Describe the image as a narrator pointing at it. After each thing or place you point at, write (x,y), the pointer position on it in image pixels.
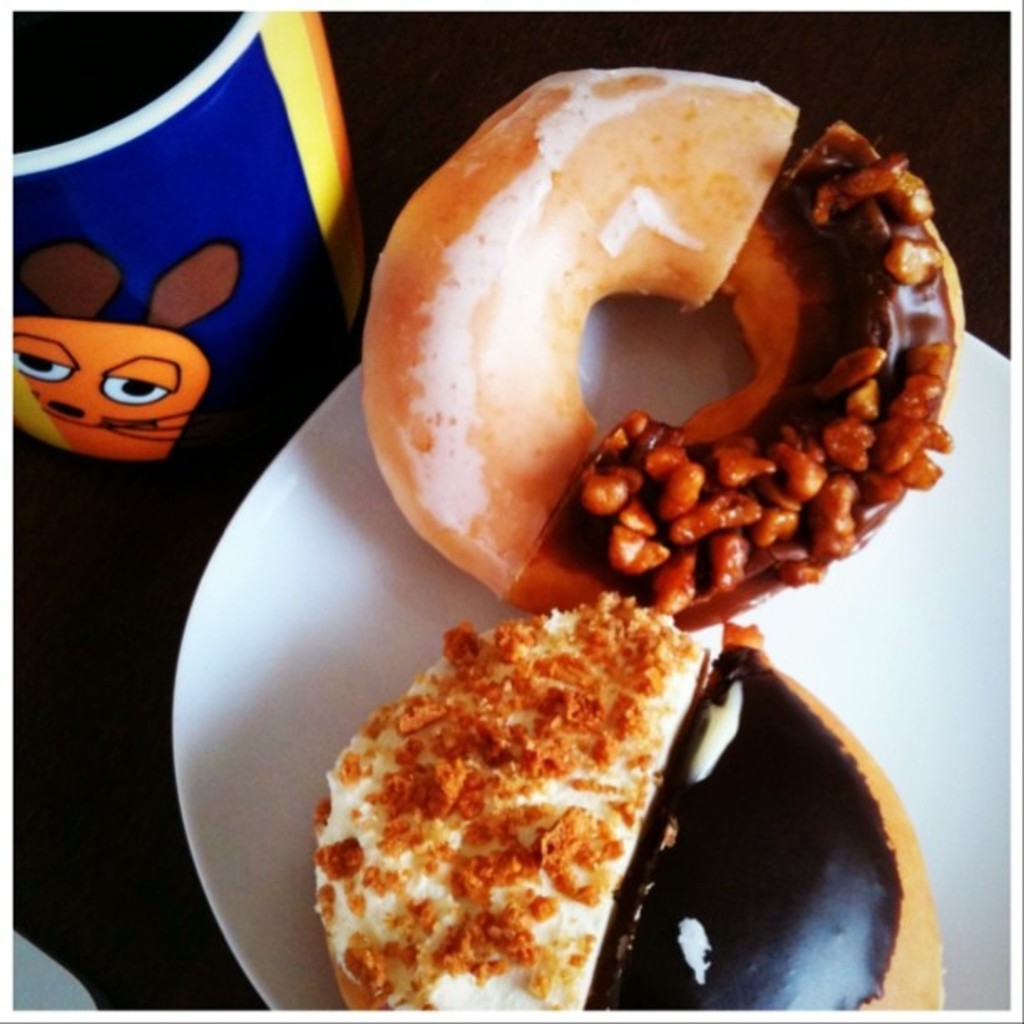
In this image we can see a doughnut (933,437) on the plate (841,704), beside, there is a food item (603,815) on it, there is a glass (351,254) on the table (21,777).
